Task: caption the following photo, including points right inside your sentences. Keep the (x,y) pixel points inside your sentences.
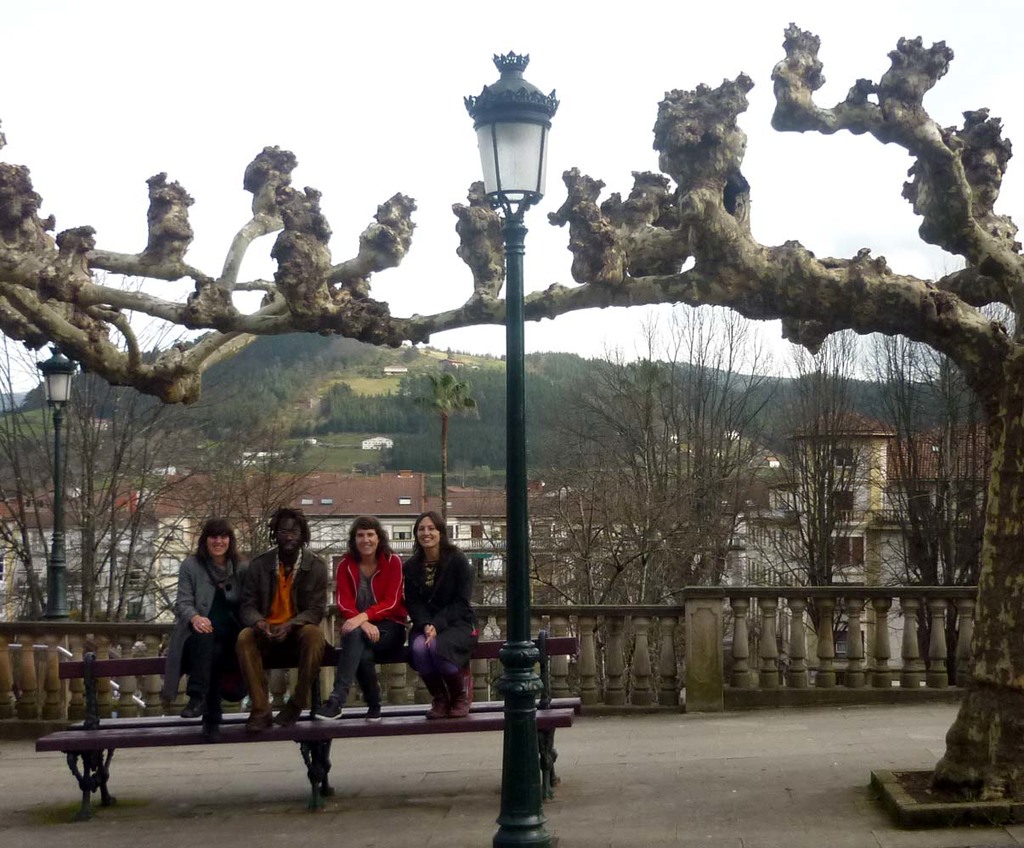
In this image I can see four people (350,613) are sitting on the bench (275,665). Here I can see a street light (523,531). In the background (582,427) I can see trees (622,501), buildings (463,516), a mountain (363,369) and the sky (454,232).
